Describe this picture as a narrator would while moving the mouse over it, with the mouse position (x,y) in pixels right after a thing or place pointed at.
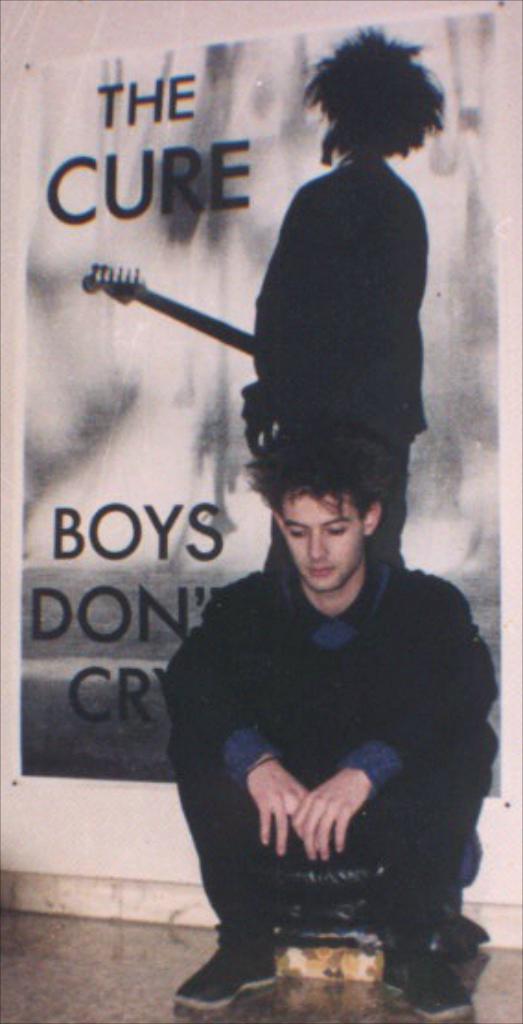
In this image we can see a person (335,775) sitting. On the backside (158,618) we can see a board (106,602) with the picture (330,420) of a person (330,420) and some text (113,591) on it which is pinned on a wall (116,869).
